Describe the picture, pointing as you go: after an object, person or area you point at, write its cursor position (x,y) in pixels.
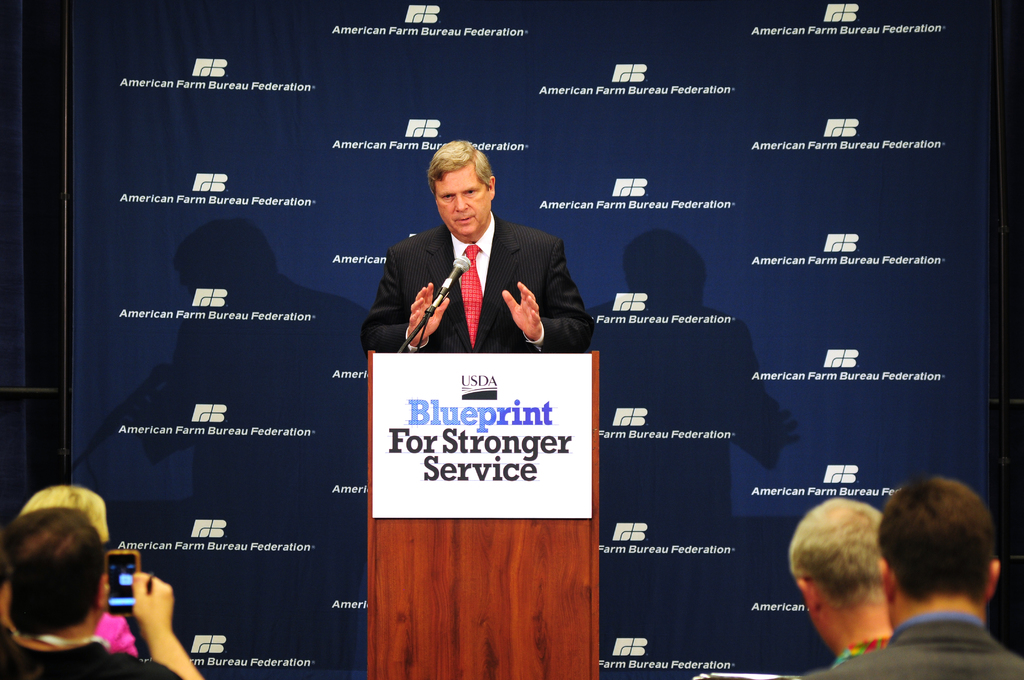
In this image we can see a group of people (896,539). In the center of the image (527,290) we can see a man (538,242) standing behind a podium (468,670) containing a microphone (439,293) and a poster (483,431) with some text (527,441). In the bottom left corner of the image (85,614) we can see a person (90,598) holding a mobile (120,585) in his hands (148,595). At the top of the image (909,124) we can see a banner (690,635) with some text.
